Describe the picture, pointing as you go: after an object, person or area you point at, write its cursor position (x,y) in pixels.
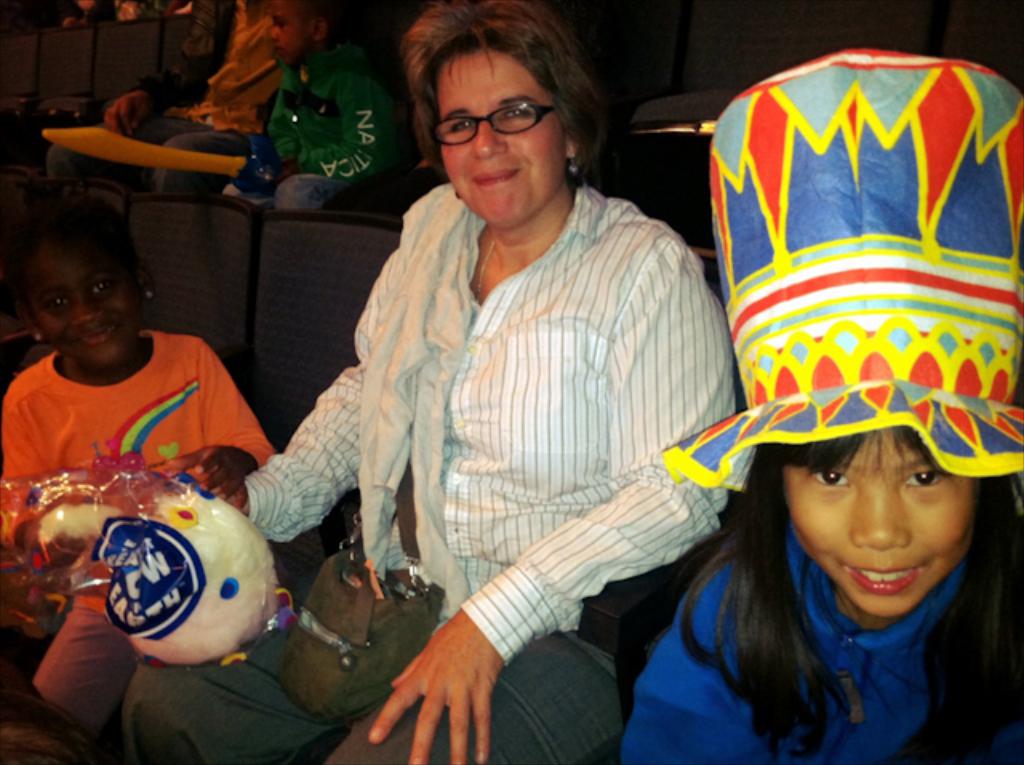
In the center of the image (410,262) we can see person (249,454) sitting on the chairs (613,642). In the background (715,41) we can see chairs (717,56) and persons (203,66).
